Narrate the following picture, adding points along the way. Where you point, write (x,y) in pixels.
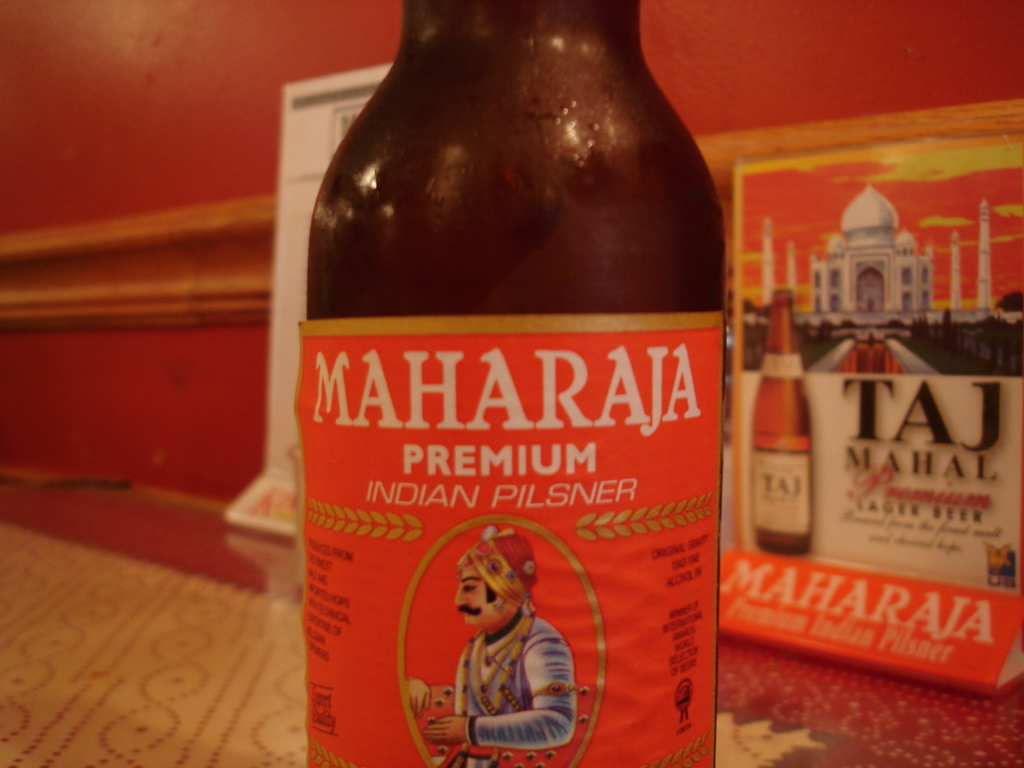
In this image I can see a bottle (541,240) which is black in color and a red and white colored sticker (564,423) attached to the bottle (502,522). In the background (120,31) I can see the red colored wall (136,59) and two boards (328,158) which are white and orange in color.
